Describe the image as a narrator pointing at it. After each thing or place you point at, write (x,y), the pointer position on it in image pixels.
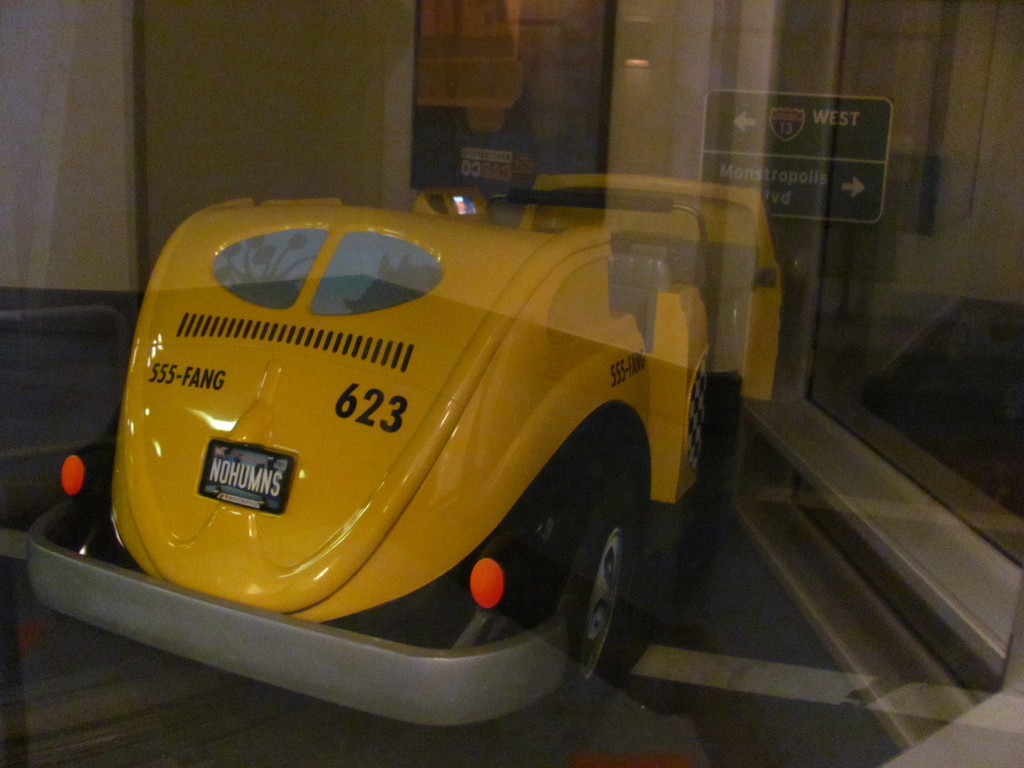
In this image in front (452,482) there is a toy car (436,461). In the background of the image (460,124) there is a photo frame (503,100) attached to the wall (355,97). On the right side of the image (789,106) there is a directional board (763,163). There is a glass window (987,339).
